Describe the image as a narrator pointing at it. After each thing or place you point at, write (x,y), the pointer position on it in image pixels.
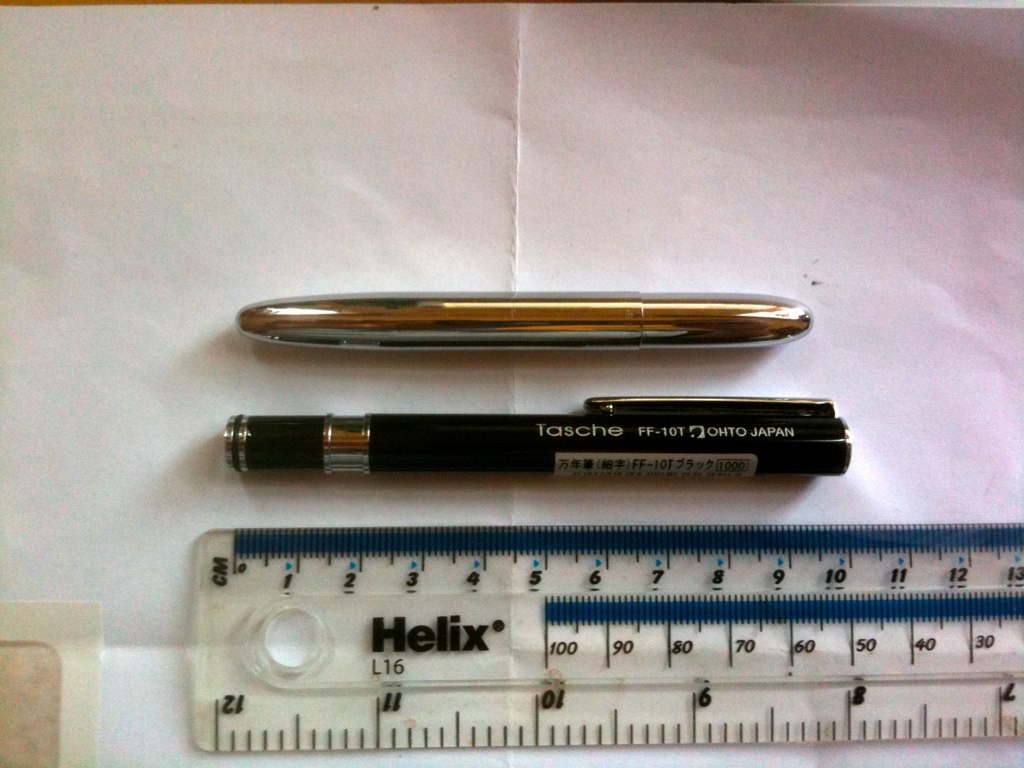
In the picture we can see the white surface (946,230) on it, we can see two pens (732,454), one is gold in color and one is black in color with some words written on it and beside it, we can see the scale (824,705) and on it we can see some readings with a name Helix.
